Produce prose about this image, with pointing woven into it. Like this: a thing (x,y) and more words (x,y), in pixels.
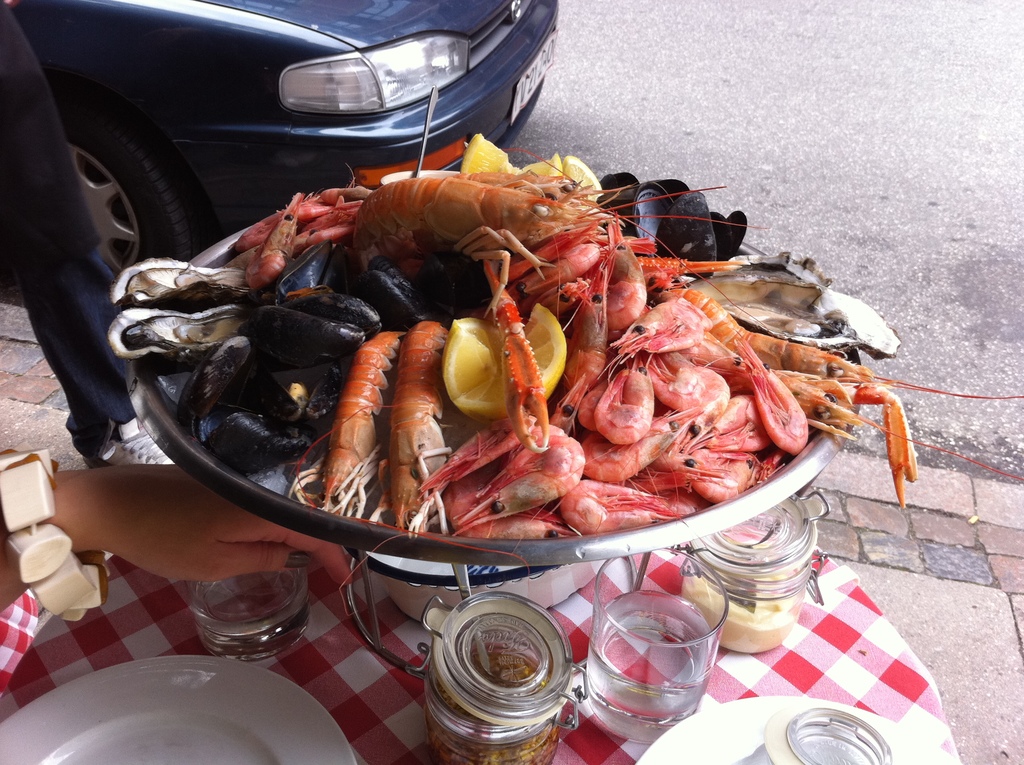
In the picture we can see a table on it, we can see a cloth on it, we can see some glasses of water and some bottles (505,719) and beside we can see a bowl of prawns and behind it, we can see a road (823,90) on it we can see a car (126,141) is parked which is blue in color.
